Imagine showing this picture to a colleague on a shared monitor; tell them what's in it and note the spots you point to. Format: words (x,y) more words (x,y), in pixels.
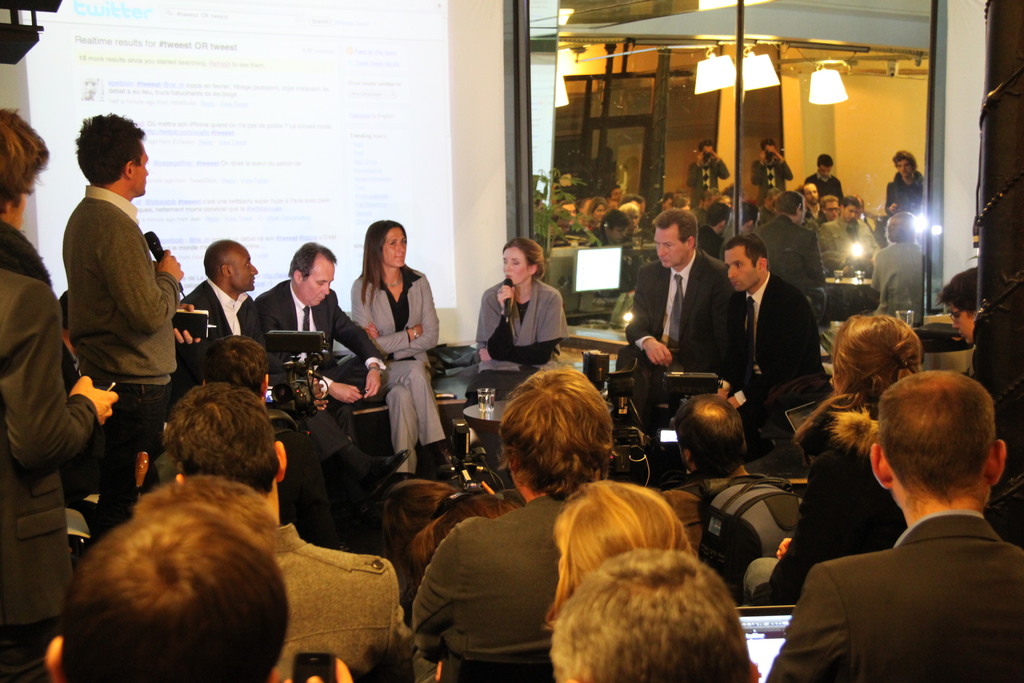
In this image in front (606,516) there are people (511,566) sitting on the chairs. In front of them there is a table (470,411). On top of it there is a glass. On the left side of the image (163,287) there is a person (163,287) holding the mike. In the background of the image (315,73) there is a screen (284,106). There is a glass window (701,123) through which we can see lights (817,68) and people (835,203) sitting on the chairs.
